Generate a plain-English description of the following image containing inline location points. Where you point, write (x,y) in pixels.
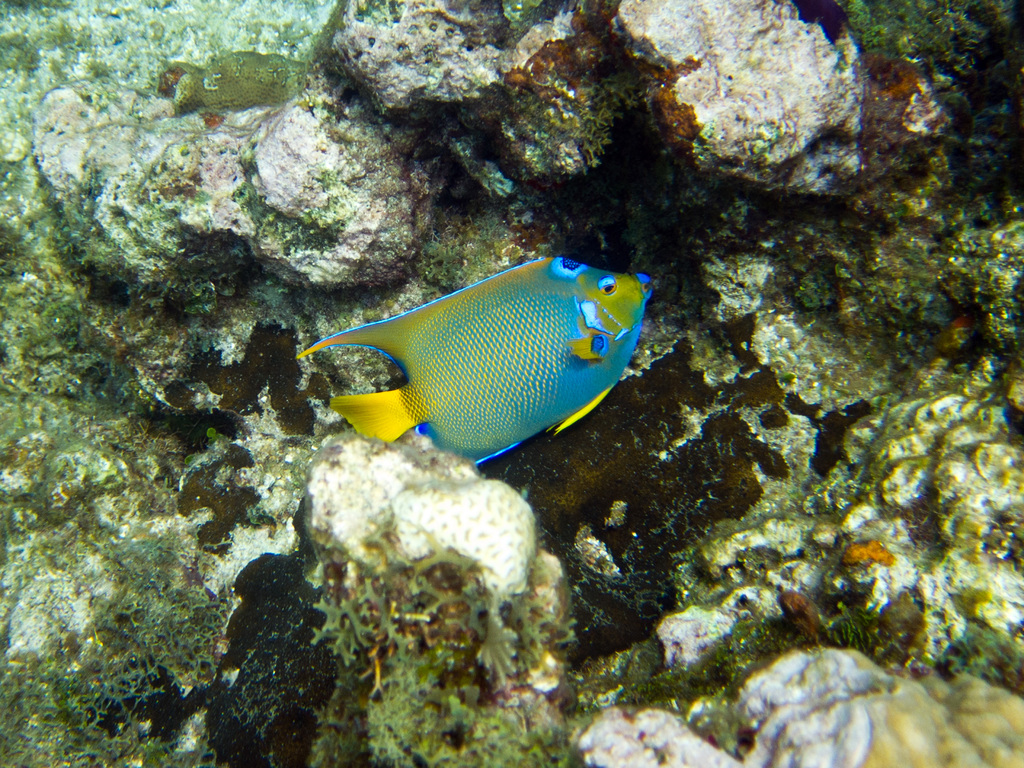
In this image we can see fish (486,332) and coral reefs (791,78) in water (297,511).
